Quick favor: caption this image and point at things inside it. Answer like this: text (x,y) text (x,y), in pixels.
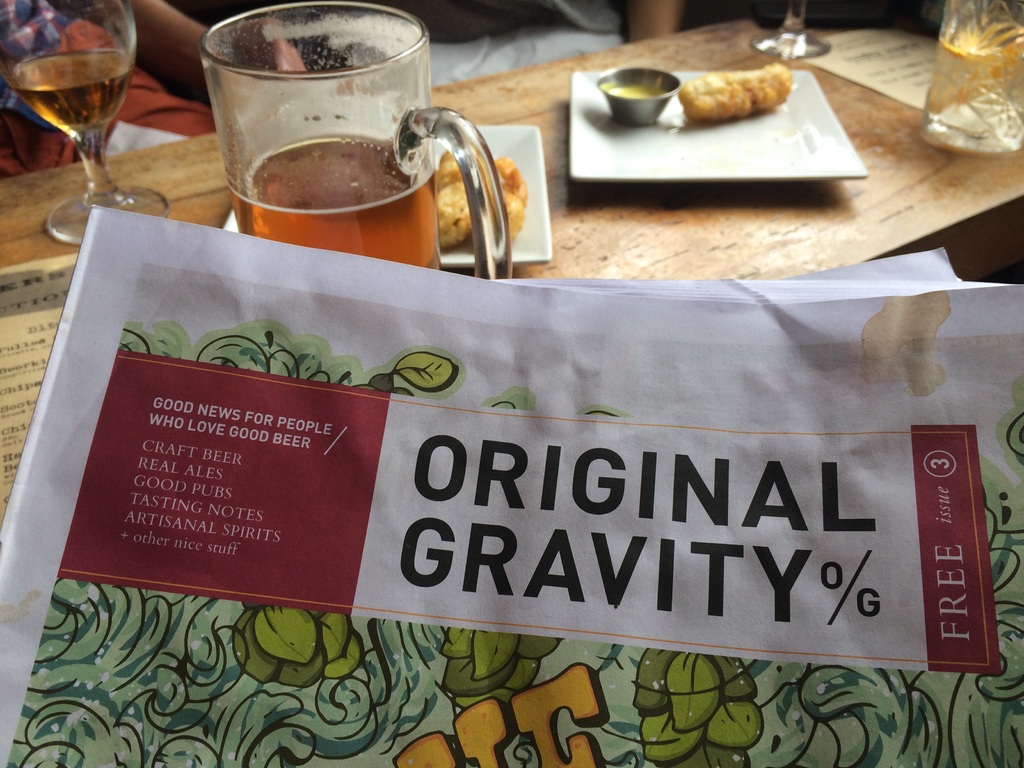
In this Image I see few papers (50,759), a table (955,199) on which there are glasses (17,1) and plates (779,138) in which there is food (462,200).
